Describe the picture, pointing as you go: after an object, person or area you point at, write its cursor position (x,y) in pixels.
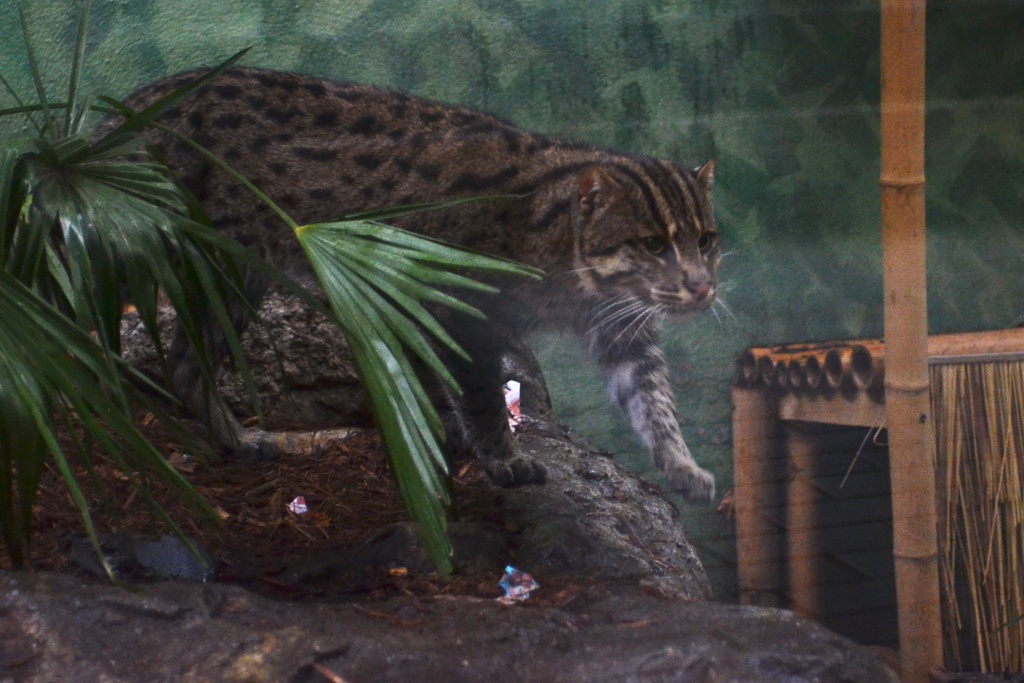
In this image there is a cat (612,289) walking on the rocks (282,649), there is a plant (102,174) towards the left of the image (166,263), there are wooden sticks (890,419) towards the right of the image (893,426), at the background of the image (633,94) there is a wall (786,167), the wall (782,202) is green in color.
